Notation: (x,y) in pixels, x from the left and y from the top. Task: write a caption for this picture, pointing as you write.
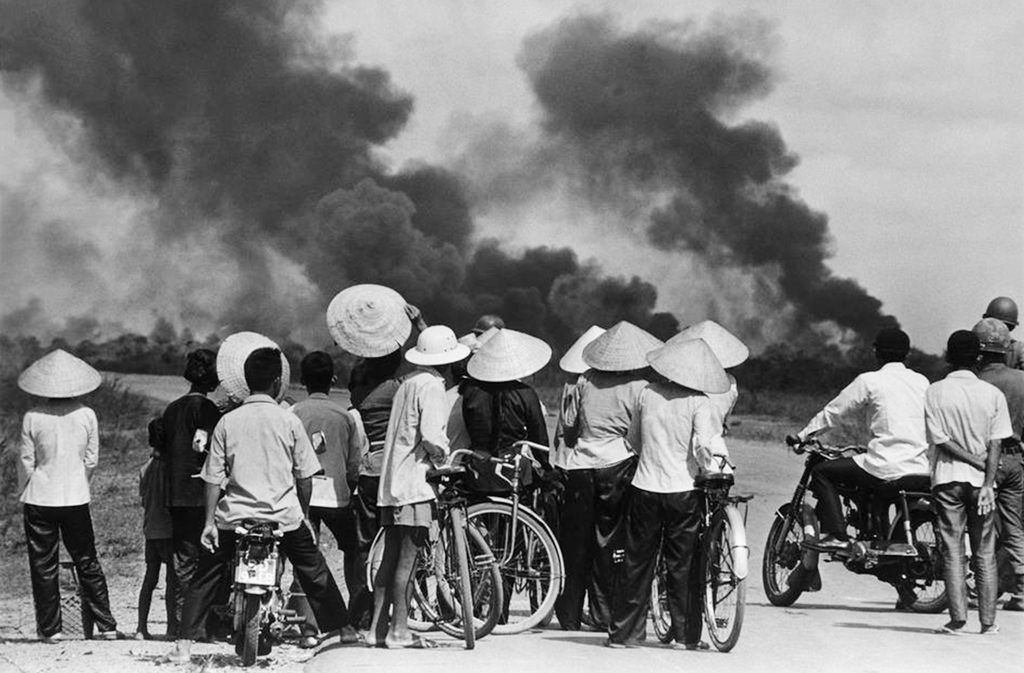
Here in this picture we can see many people (297,439) are standing. And they are wearing hats (685,353) on their heads (690,353). And there is a person (1007,355) on the right corner (1007,355). Some people (596,506) are carrying bicycles (463,557) and some people (231,549) are sitting on the motor cycle (258,573). To the left corner (111,434) we can see some grass (110,413). We can also see some smoke (505,262) is coming out.
